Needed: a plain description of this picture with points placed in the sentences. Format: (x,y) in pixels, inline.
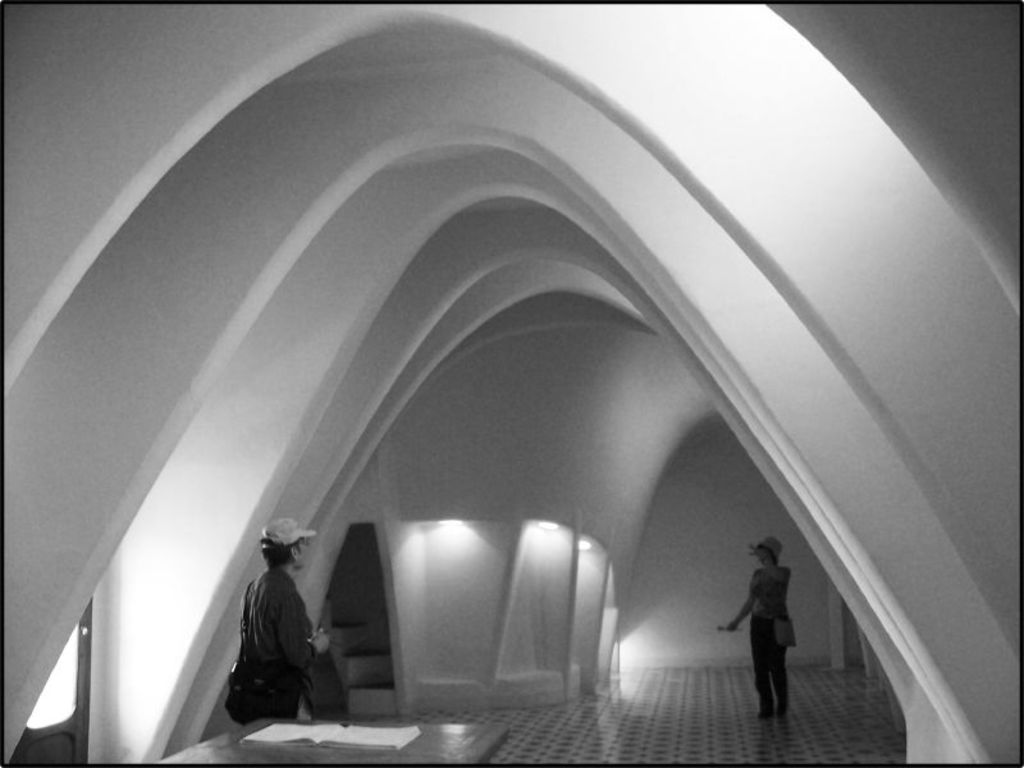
In this image we can see building (416,243), walls (514,576), stairs (370,692), table (483,742), book (305,733), floor (724,682) and persons (242,651) standing on it.
